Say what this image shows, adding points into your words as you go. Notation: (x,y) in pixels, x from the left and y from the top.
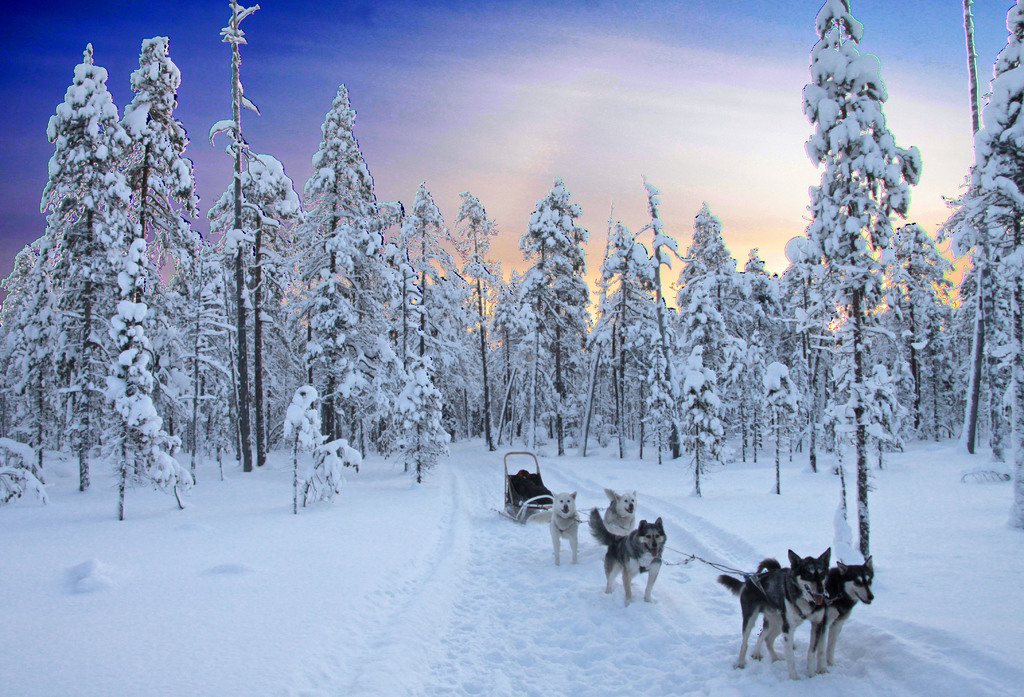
In the picture we can see some dogs (616,555) which are standing in snow (538,576), there are some trees (404,384) and top of the picture (512,147) there is clear sky (555,147).
